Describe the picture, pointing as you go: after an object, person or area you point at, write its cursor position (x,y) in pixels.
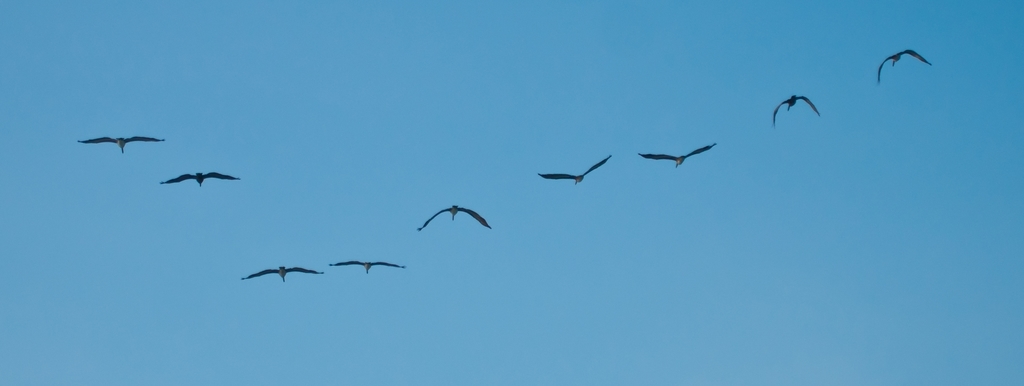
In the picture we can see a sky (710,297), in the sky (992,313) we can see some birds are flying.
